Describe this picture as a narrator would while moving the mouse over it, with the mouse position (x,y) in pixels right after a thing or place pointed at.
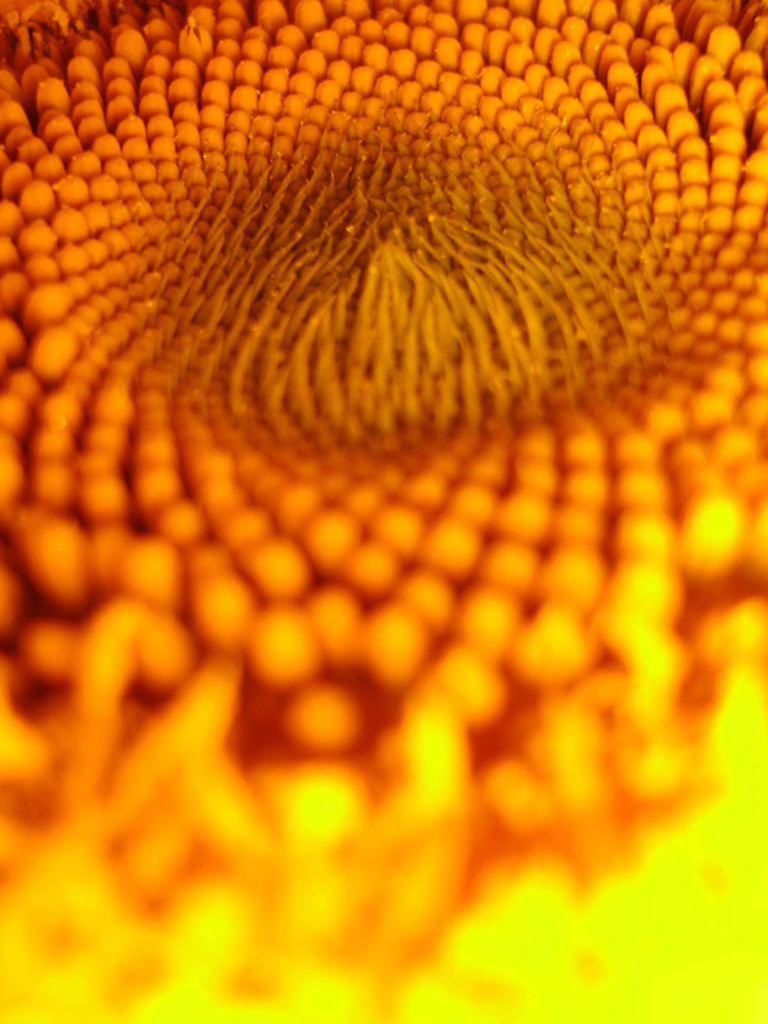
In this image we can see a close up picture of a flower (591,581).
